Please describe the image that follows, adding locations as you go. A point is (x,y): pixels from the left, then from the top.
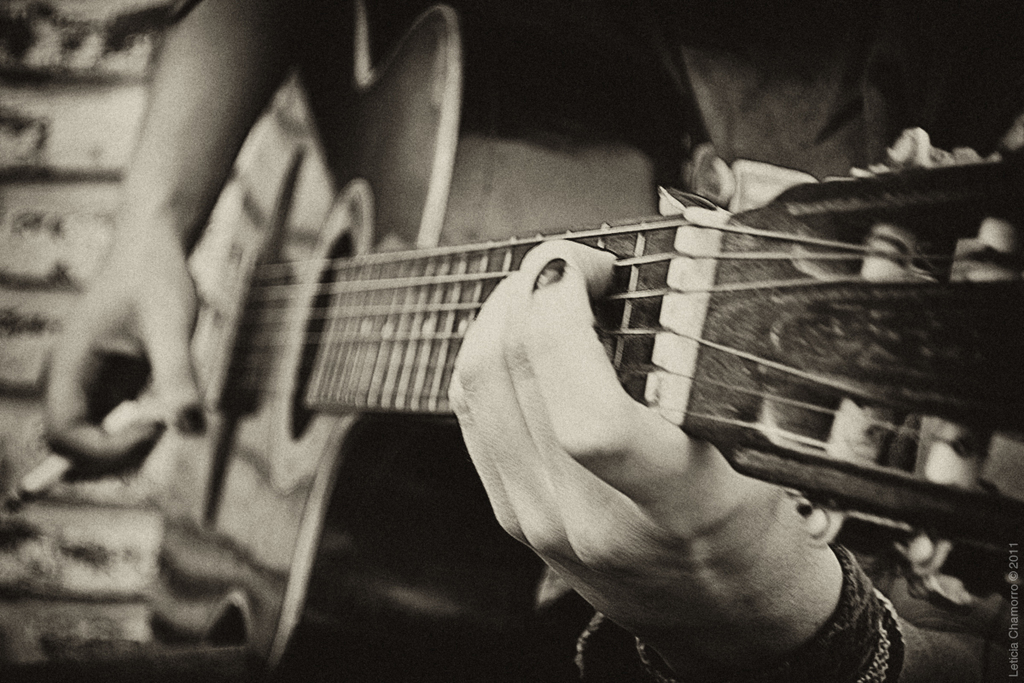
In the image there is a guitar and two hands (546,244) are displaying which are playing the guitar (385,203).
